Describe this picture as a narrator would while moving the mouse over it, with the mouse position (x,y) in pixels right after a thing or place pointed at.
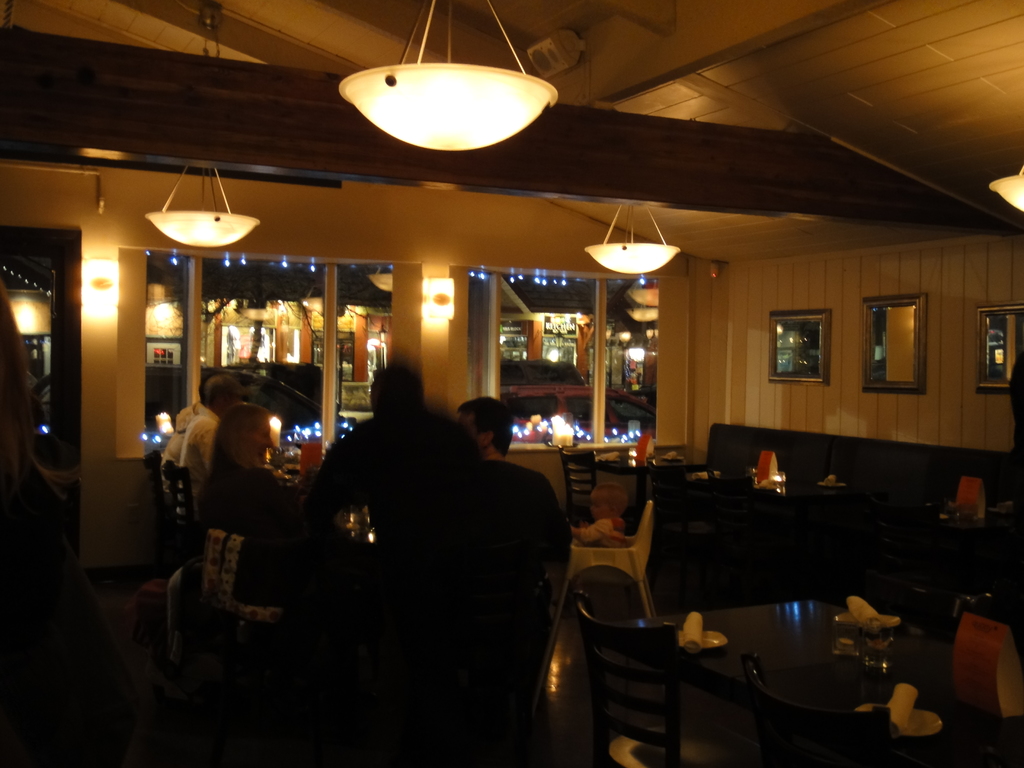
In this image there are people (413,629) sitting on chairs (508,647) and there are tables (879,680), around the tables (911,669) there are chairs (618,652), in the background (686,275) there is a wall (782,275), for that wall (940,279) there are windows (502,367) and frames (876,337), at the top (294,66) there is a ceiling (322,66) and lights (514,85).
